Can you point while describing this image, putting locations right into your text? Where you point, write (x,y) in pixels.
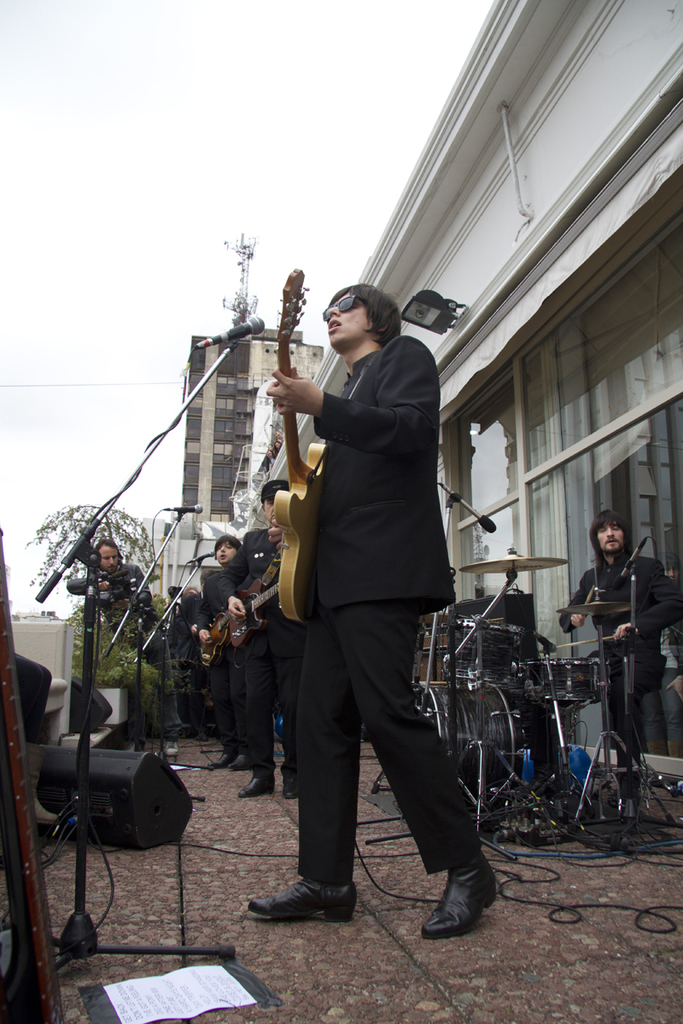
The persons (337,597) wearing black dress (261,575) is playing musical instruments (280,573) in front of a mic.
